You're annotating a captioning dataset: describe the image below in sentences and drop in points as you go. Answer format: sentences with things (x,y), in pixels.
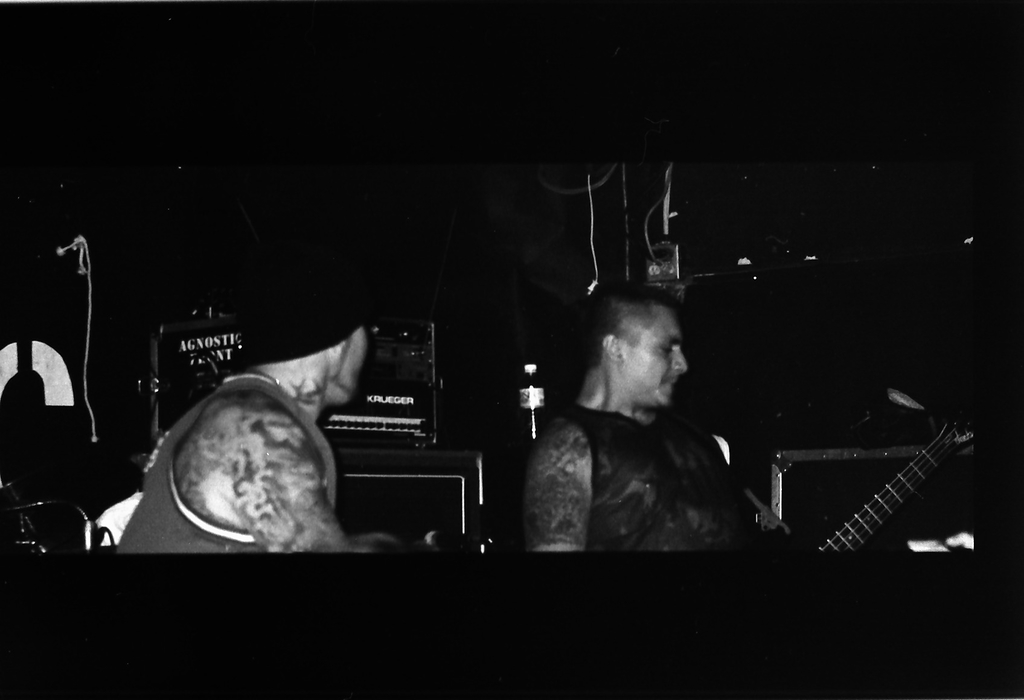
As we can see in the image, there are two persons (175,496), a bottle (535,392) and the person (653,353) who is sitting here is holding guitar (883,492).
